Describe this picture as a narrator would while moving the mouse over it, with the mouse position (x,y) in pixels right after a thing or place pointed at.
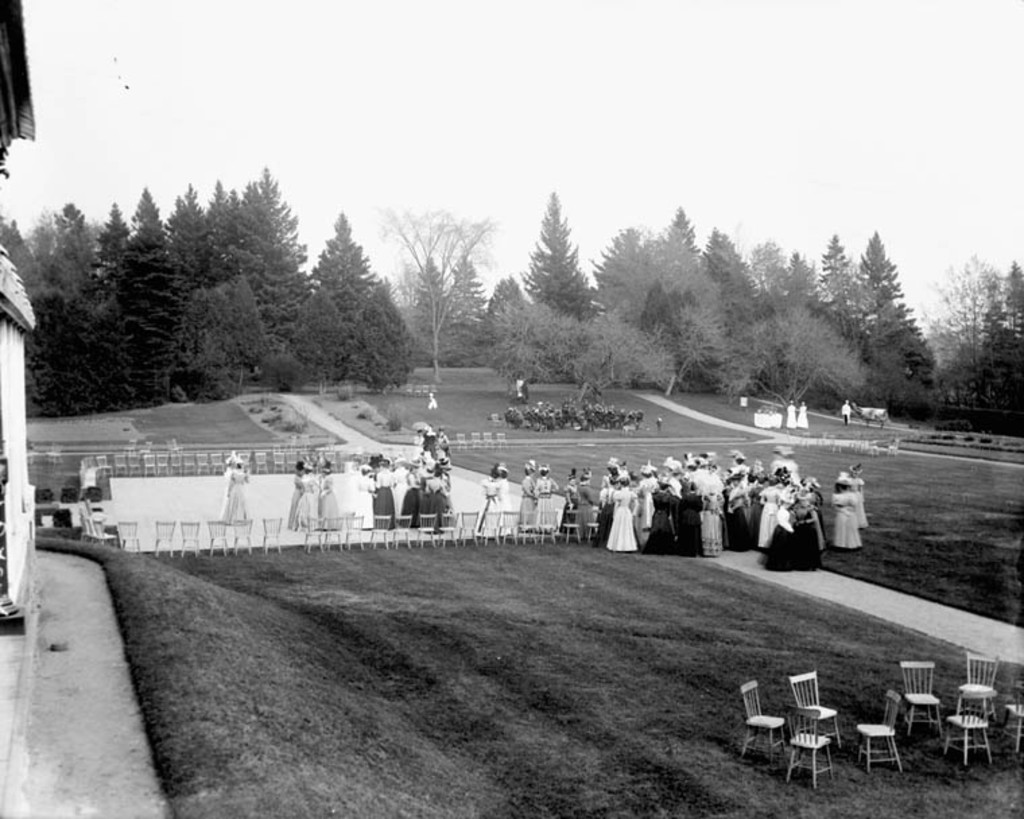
In this image I can see few chairs (1023,705), few people (678,504) and trees (290,318). The image is in black and white.
